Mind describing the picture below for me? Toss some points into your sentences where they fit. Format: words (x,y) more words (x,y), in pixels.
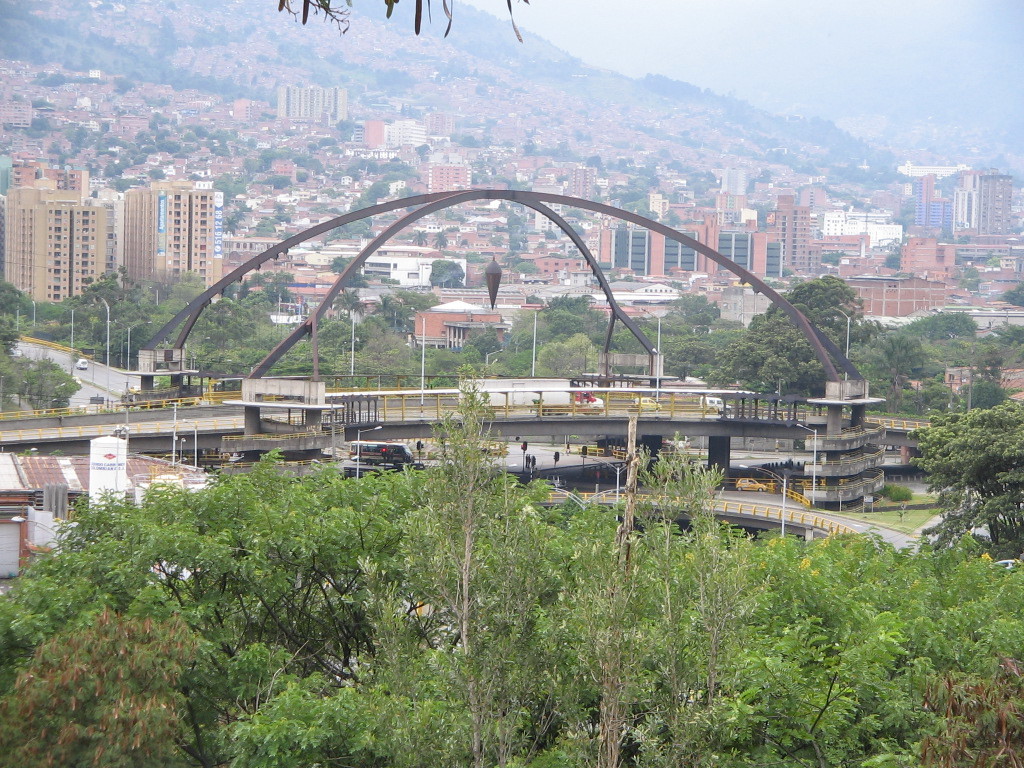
In this image I can see few trees (543,588), the road (770,496), few vehicles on the road (515,450), the railing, few buildings (63,460), few street light poles (353,352) and a bridge (429,405). In the background (297,105) I can see a mountain (73,7), few buildings (266,138) on the mountain (557,184), few trees (940,370) and the sky (774,16).
